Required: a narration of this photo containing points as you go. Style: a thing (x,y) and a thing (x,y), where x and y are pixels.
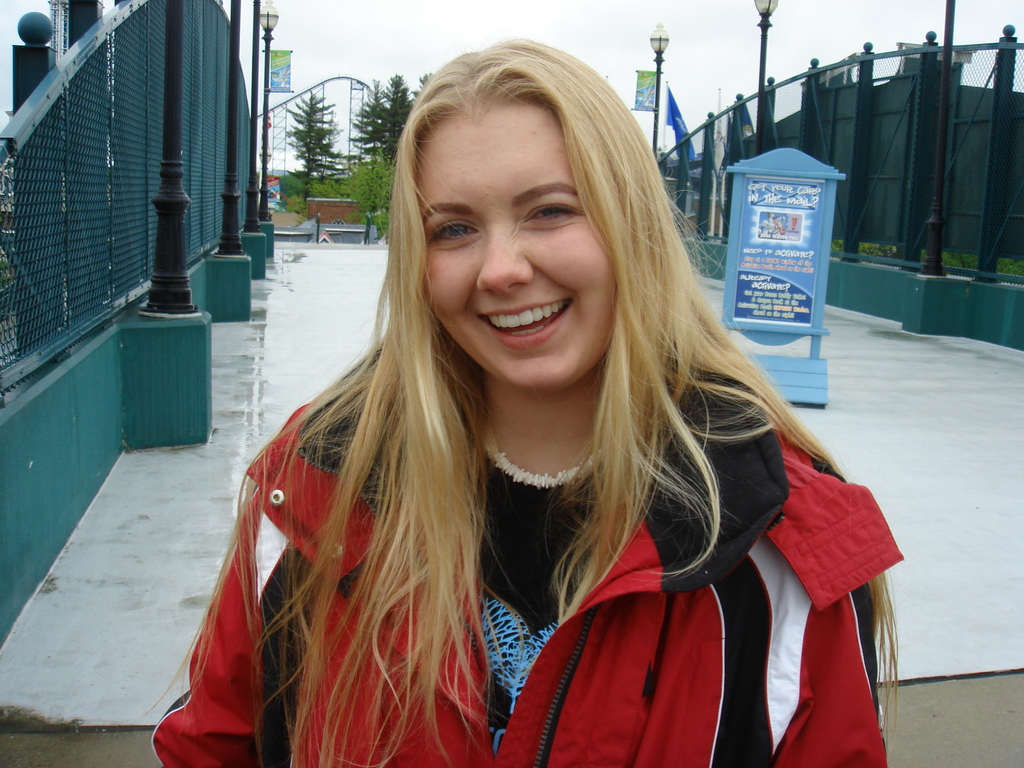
In this image we can see a lady (473,665). On the sides there are fencing (851,122). Also there are light poles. And there is a board (751,208). In the background (336,127) there are trees (323,133) and sky (443,28).
